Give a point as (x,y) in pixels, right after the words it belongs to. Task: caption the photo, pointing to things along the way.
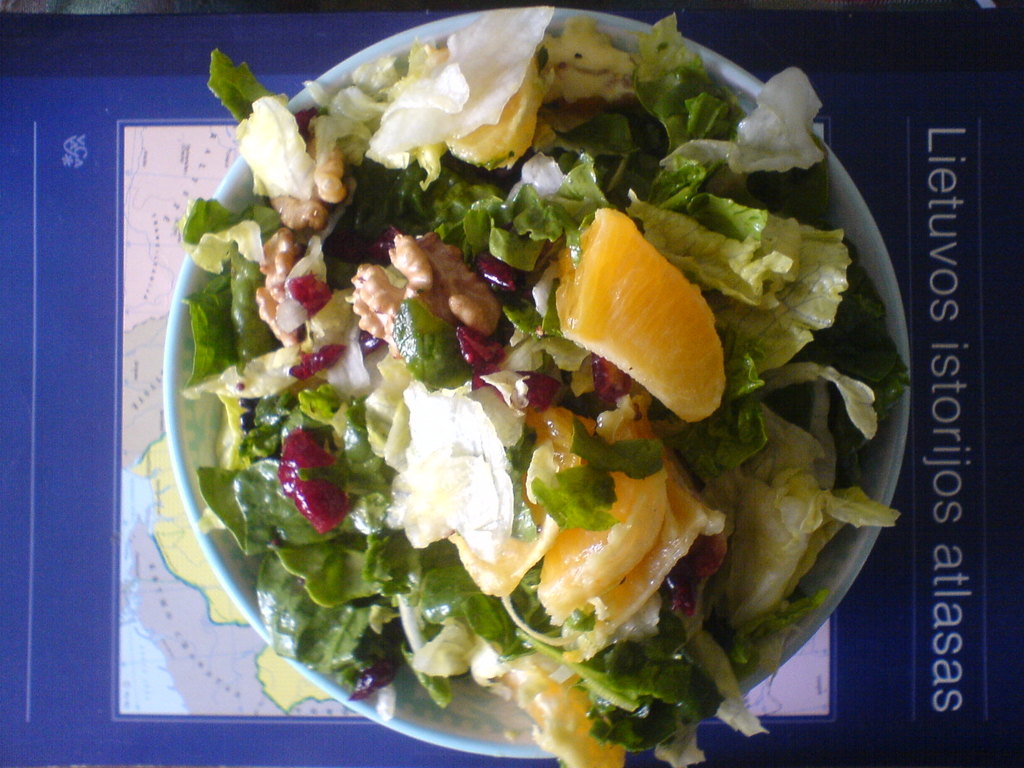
In this image there is a food item (545,331) in a bowl (233,194) on a blue colored surface (145,483).
